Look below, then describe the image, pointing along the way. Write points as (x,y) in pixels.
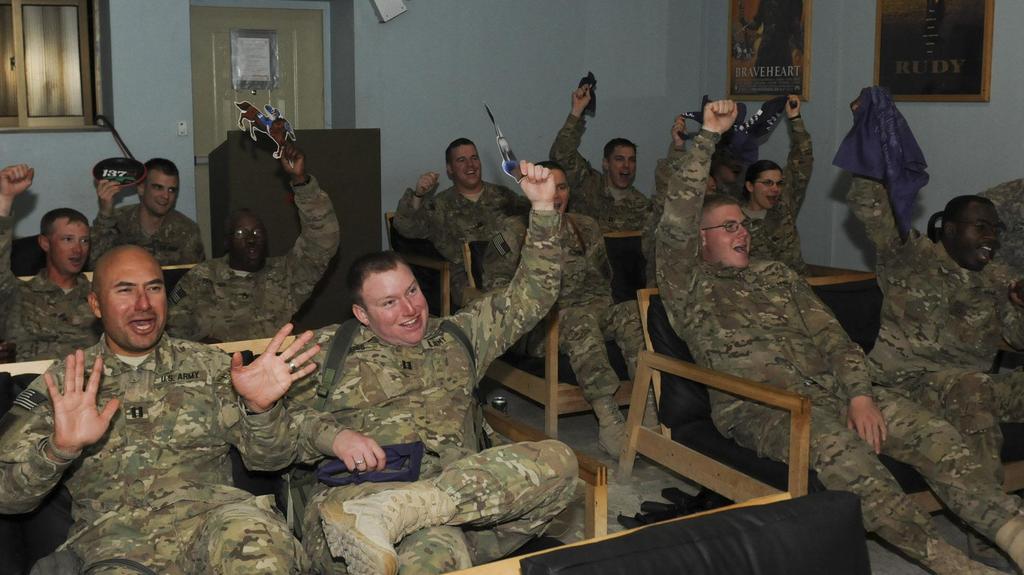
This picture shows a group of soldiers (519,504) seated on the chairs (437,276) with a smile on their faces (966,252).
